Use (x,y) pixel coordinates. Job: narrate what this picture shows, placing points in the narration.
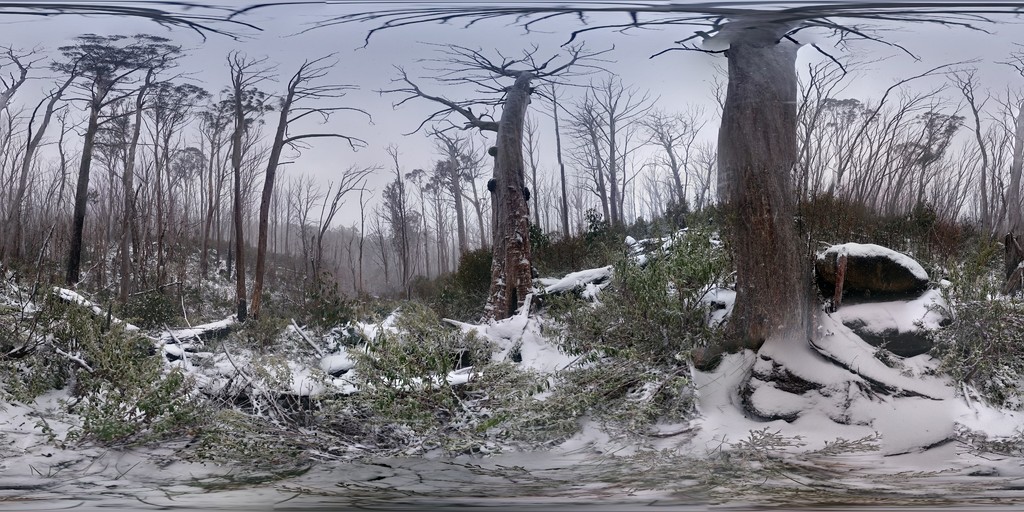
In this image we can see sky (179,145), trees (126,163) and snow (842,343).
